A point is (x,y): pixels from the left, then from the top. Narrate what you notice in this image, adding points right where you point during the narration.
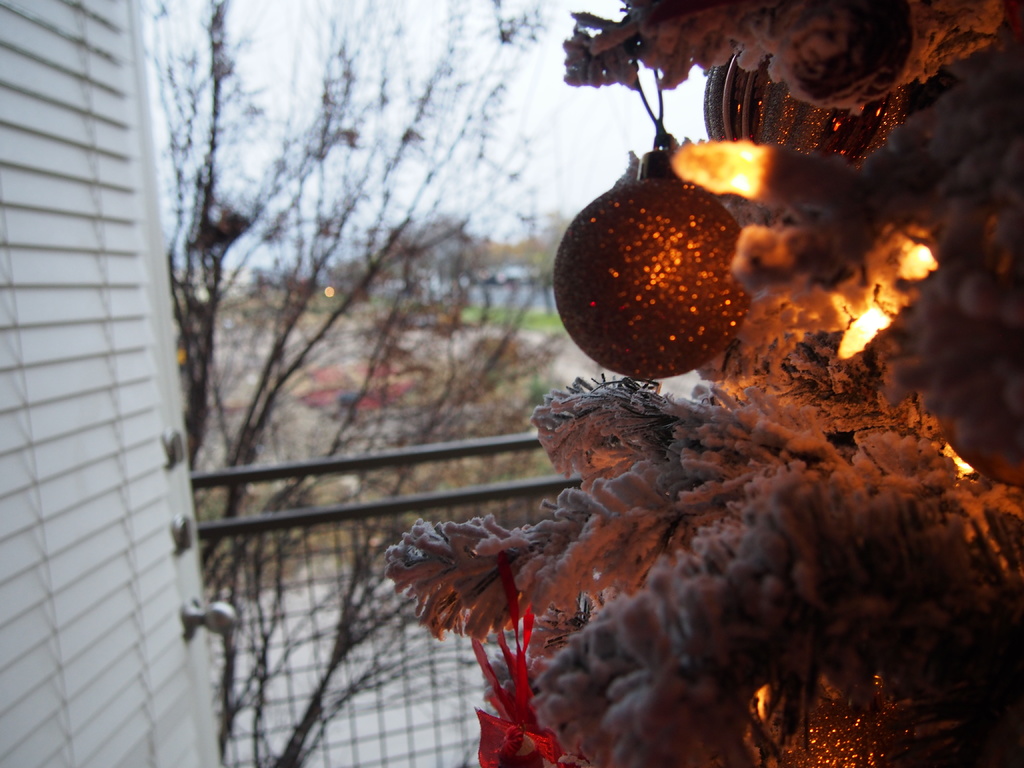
On the right side of the image (712,598) we can see one Christmas tree (717,602). On the Christmas tree (721,606), we can see the lights (876,308) and some decorative items (712,251). In the background (566,9), we can see the sky (466,74), clouds (464,176), trees (324,333), fences (552,480) and wooden door (151,535).
